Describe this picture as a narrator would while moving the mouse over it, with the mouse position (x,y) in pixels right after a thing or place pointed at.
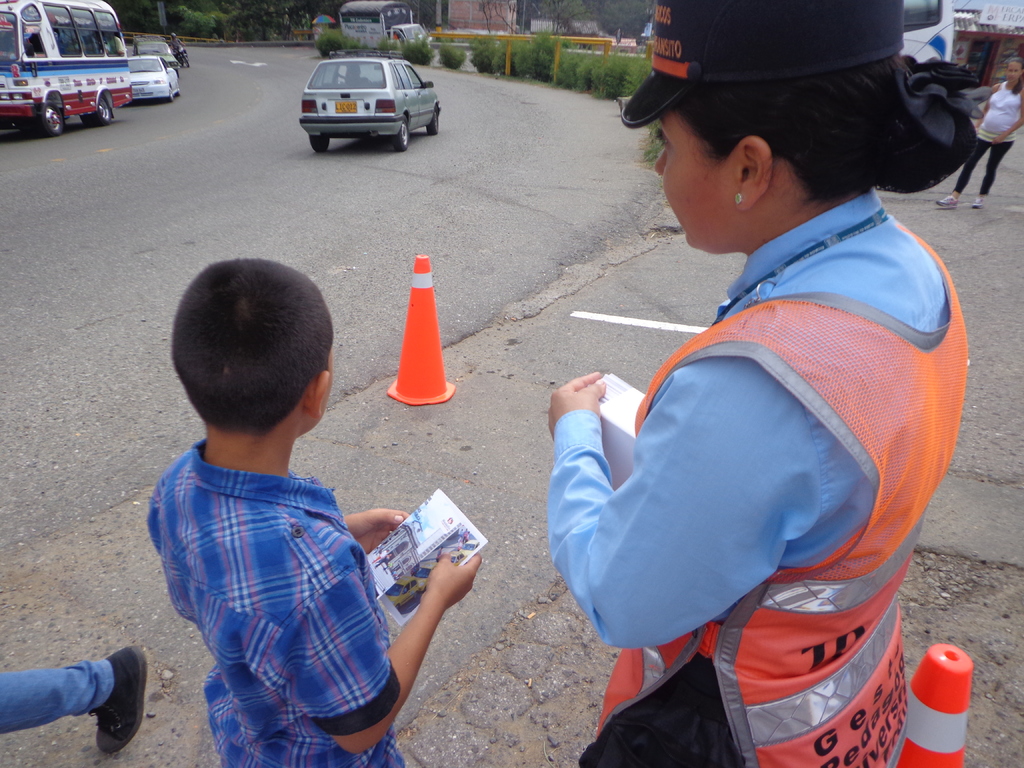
In this image, we can see a woman (800,642) and a kid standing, there is a road (359,141) and there are some cars (173,89) and there is a bus (107,109) on the road (157,103), we can see some green plants (597,84) and we can see a person (1005,123) walking.
